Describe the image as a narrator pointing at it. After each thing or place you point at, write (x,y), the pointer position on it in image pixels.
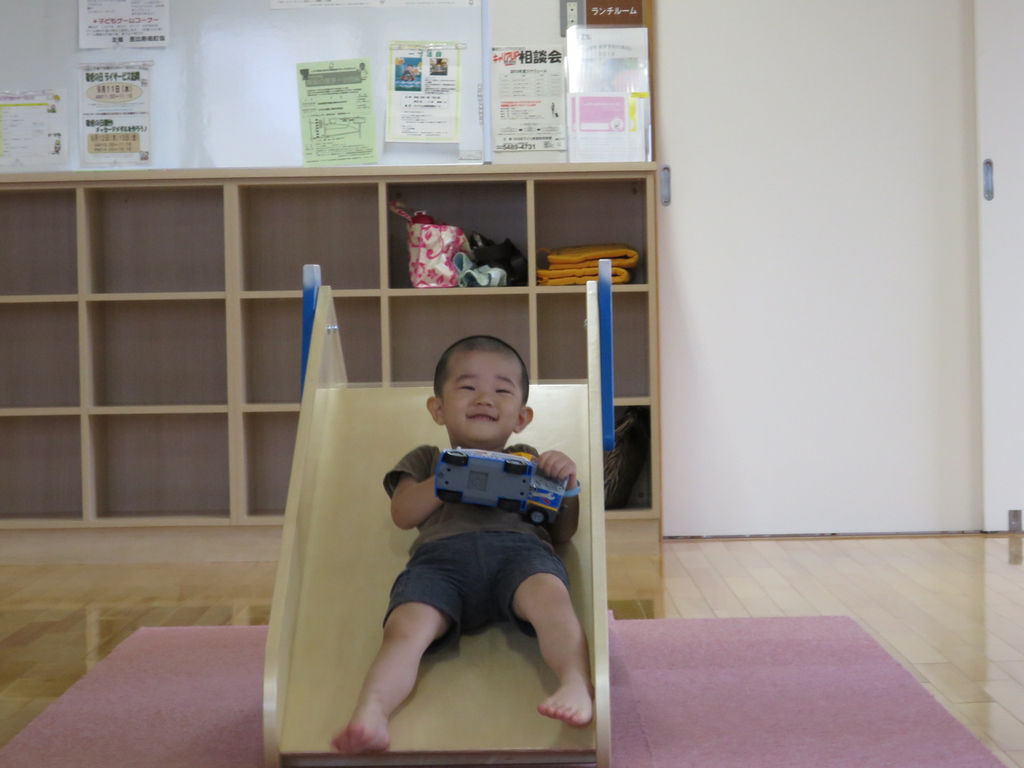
In this image a kid (410,638) is sliding. He is holding a toy (465,482). Behind there is a rack (24,465) having a bag (453,264) and few objects (608,248). Few posters (545,95) are attached to the wall (595,20) having a door (894,287).
